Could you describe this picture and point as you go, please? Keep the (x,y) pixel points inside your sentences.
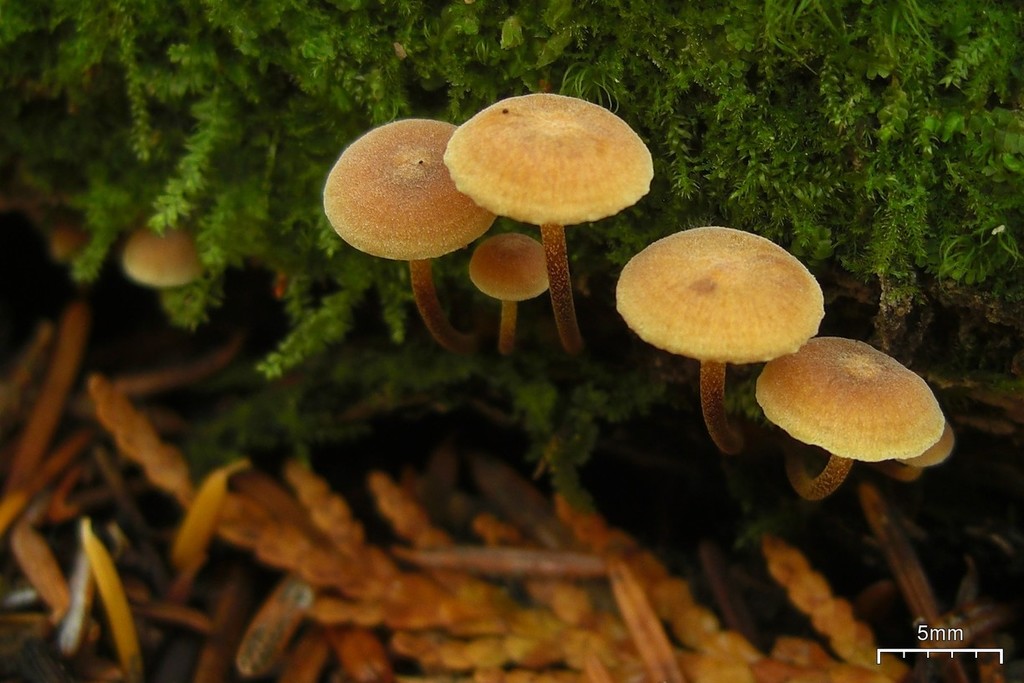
In this image we can see mushrooms (848,422) and green plants (126,85) and this part of the image is slightly blurred, where we can see the scale (888,648).
